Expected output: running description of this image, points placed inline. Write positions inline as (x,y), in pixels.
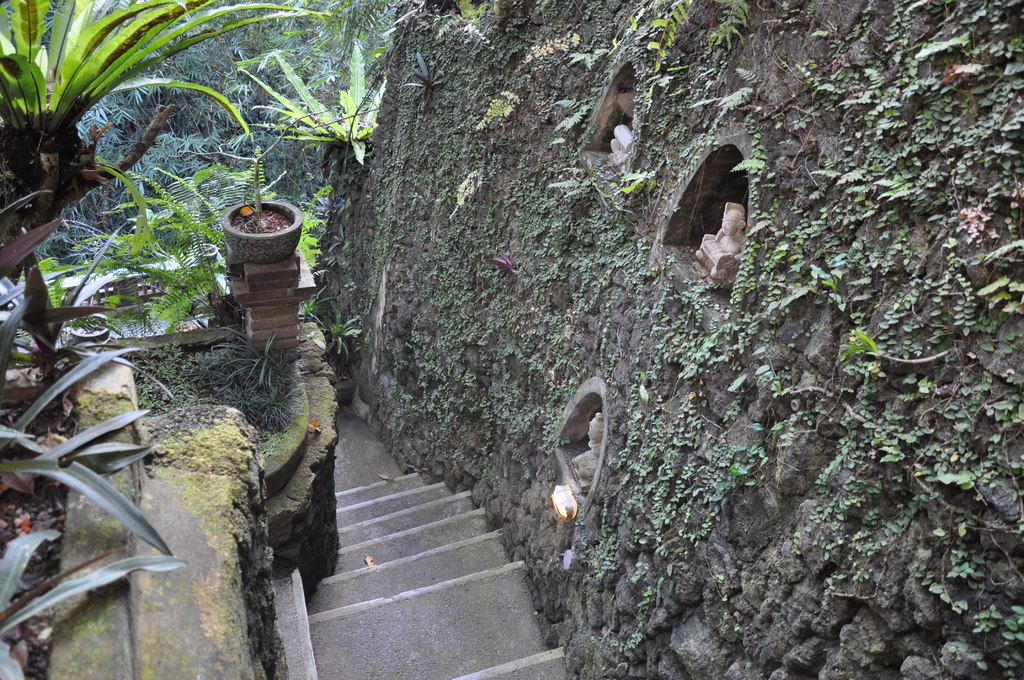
In the picture I can see steps (377,572), the wall (618,447), idols (738,215) kept here, I can see light (567,491), I can see plants (189,298) and trees (379,10) in the background (337,140).
